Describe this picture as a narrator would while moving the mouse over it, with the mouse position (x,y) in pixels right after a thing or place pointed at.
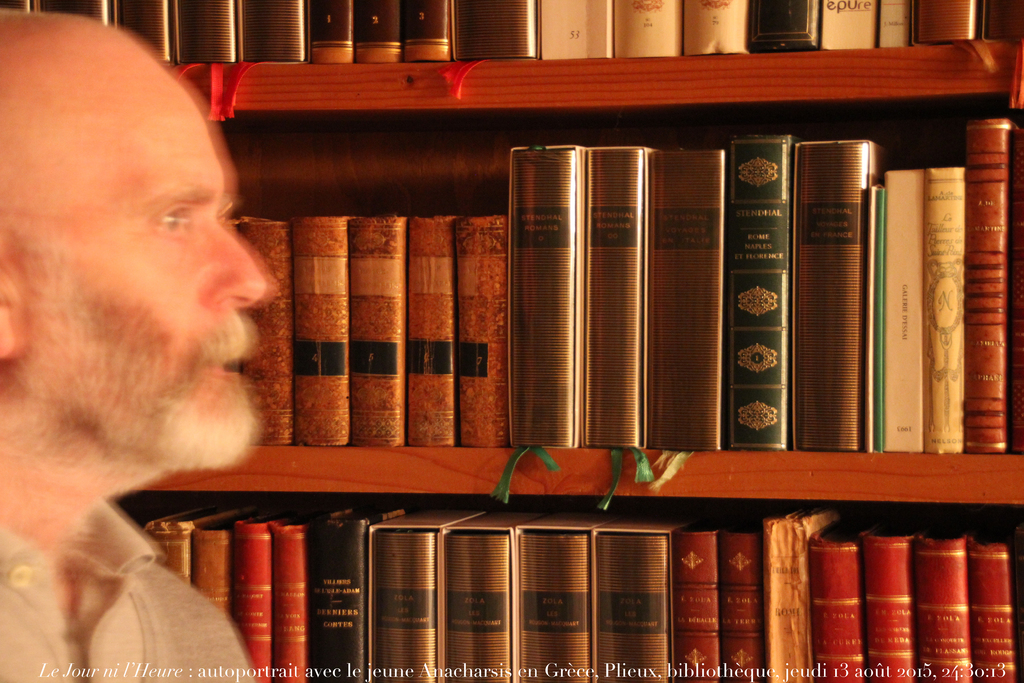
In this image I can see books (661,285) arranged in racks (451,481). There is a person (131,375) and at the bottom of the image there is a watermark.
